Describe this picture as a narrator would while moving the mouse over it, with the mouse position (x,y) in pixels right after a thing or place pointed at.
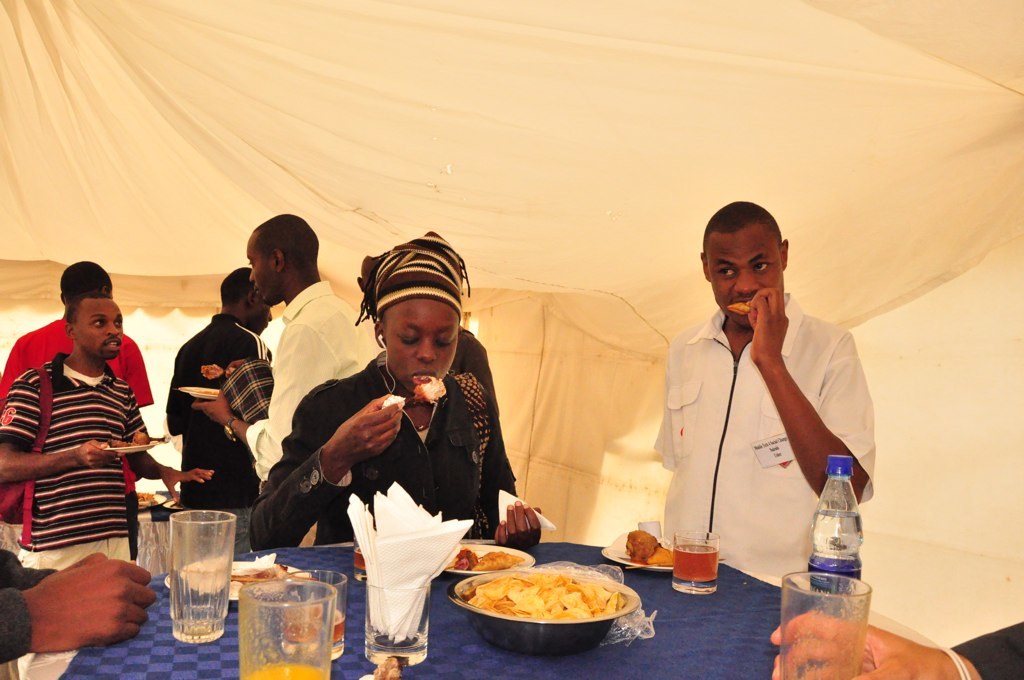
In the middle of the image (357,428) a woman (433,243) is eating food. Bottom of the image (170,653) there is a table (177,642), On the table (631,664) there is a bowl (566,633) of food (560,586) and there is a glass (682,579) and there is a water bottle (843,486) and there are some tissue papers (421,505). Bottom left side of the image (245,503) few people (297,264) are standing. At the top of the image (636,140) there is a tent (362,47).
